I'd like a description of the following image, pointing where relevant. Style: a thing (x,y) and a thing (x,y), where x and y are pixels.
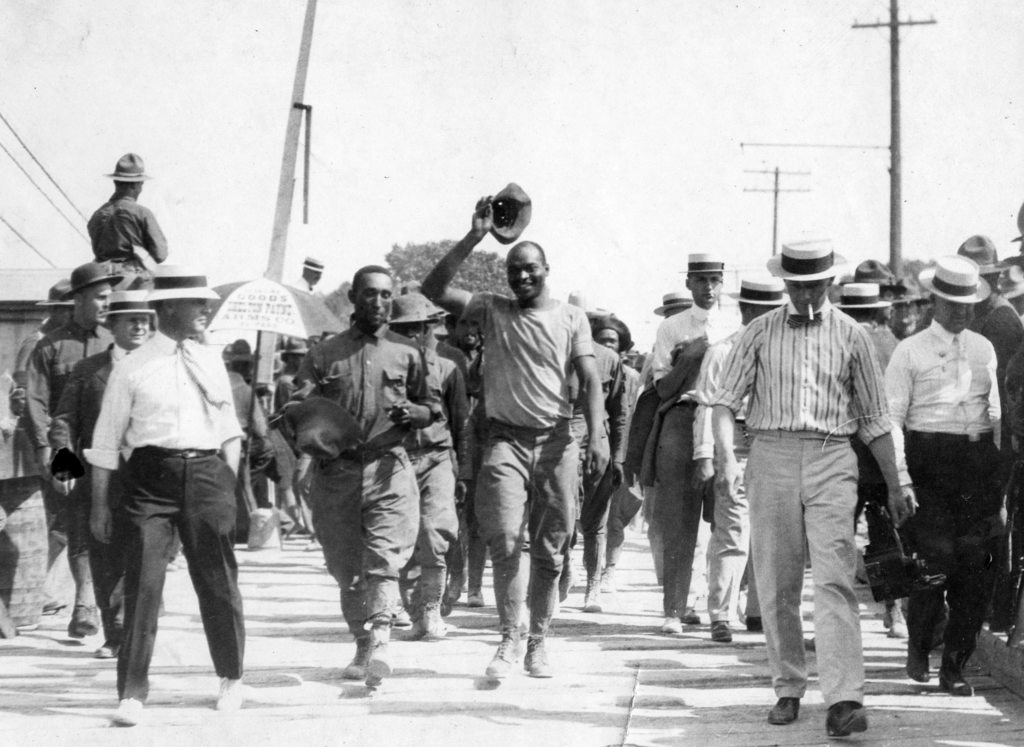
Black and white picture. In this picture we can see people (420,457), umbrella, current poles (307,213), trees (398,288) and sky (546,111). Few people (1021,304) wore hats (819,276).
